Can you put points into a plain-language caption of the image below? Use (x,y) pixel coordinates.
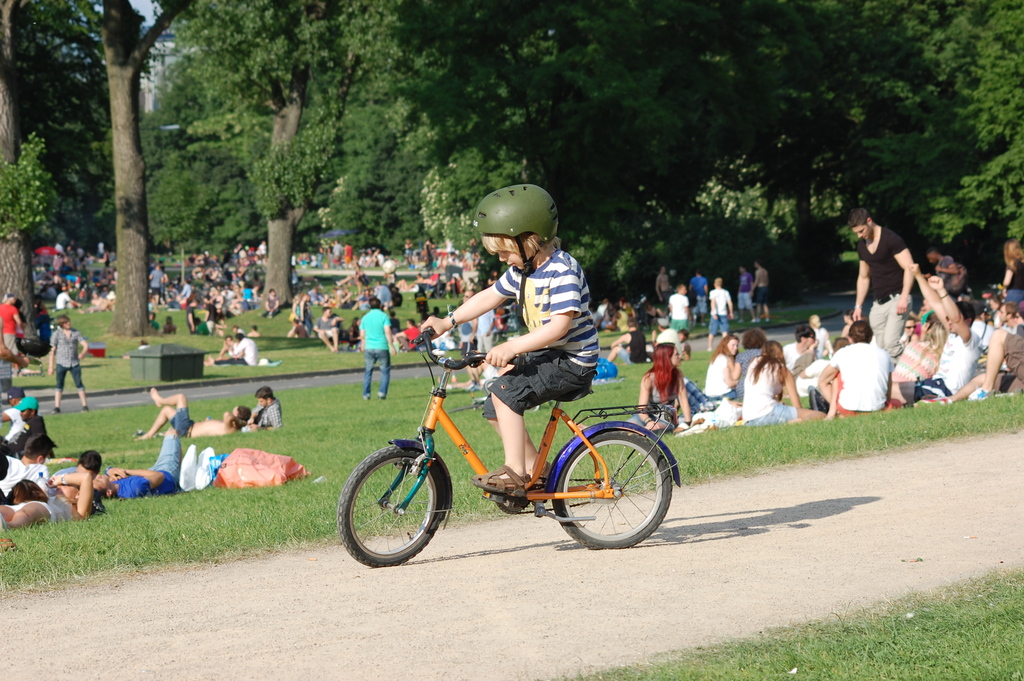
In the image we can see there is a kid (524,265) who is sitting on bicycle (441,517) and he is wearing a green colour helmet (512,232) and on the ground (286,427) there are people (838,366) who are sitting and lying on the ground (104,375) and few people (396,285) are standing and there are lot of trees (347,118) in the area.
